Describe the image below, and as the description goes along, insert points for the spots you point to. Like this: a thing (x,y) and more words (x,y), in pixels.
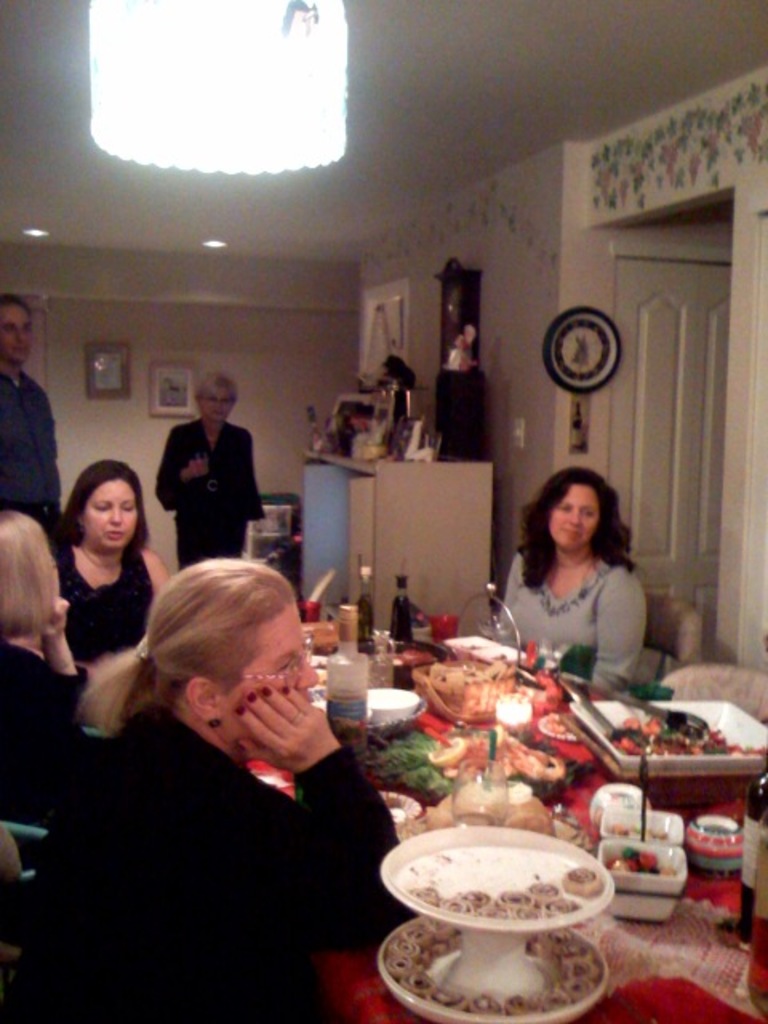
There are people (44,743) sitting around the table (595,750) in the foreground area of the image (190,694), there are bottles (755,808), glasses (491,781), plates (529,921) and food items (515,750) on the table (454,750), there are frames (120,353), it seems like a cupboard (416,473), clock (574,337), door (647,334), lamps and other objects (409,433) in the background (436,285), it seems like a chandelier (165,155) at the top side (221,146).
